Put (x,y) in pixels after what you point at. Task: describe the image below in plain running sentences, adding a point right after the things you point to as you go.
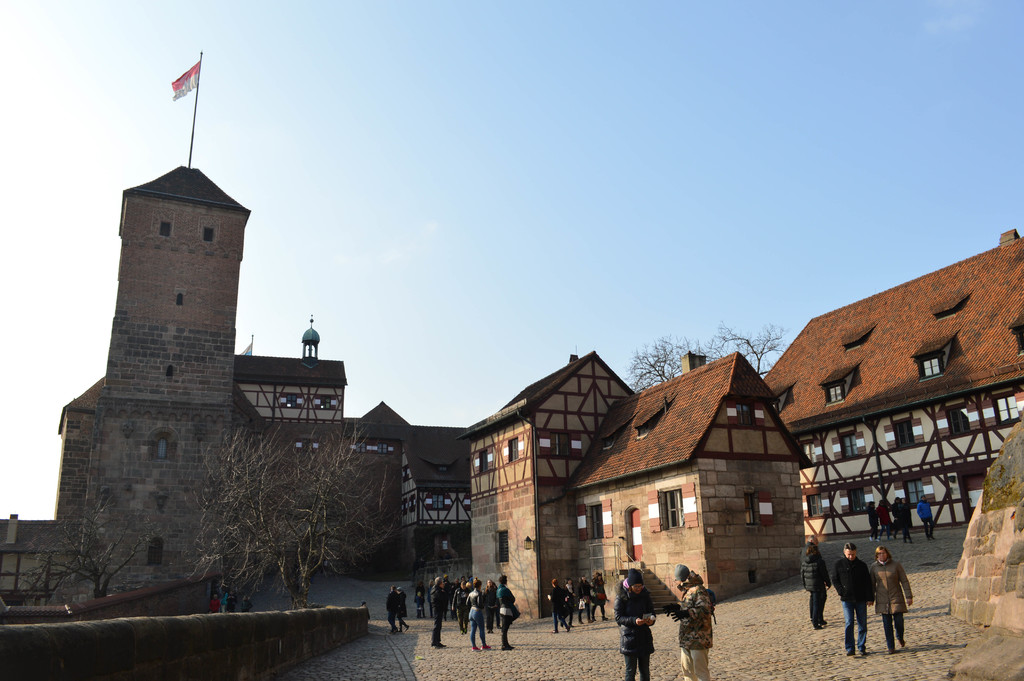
In this picture there are buildings (593,406) and trees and there are group of people (697,595) standing on the road (900,676). There is a flag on the top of the building (179,276). At the top (617,104) there is sky (743,62). At the bottom (616,633) there is a road (579,641).
